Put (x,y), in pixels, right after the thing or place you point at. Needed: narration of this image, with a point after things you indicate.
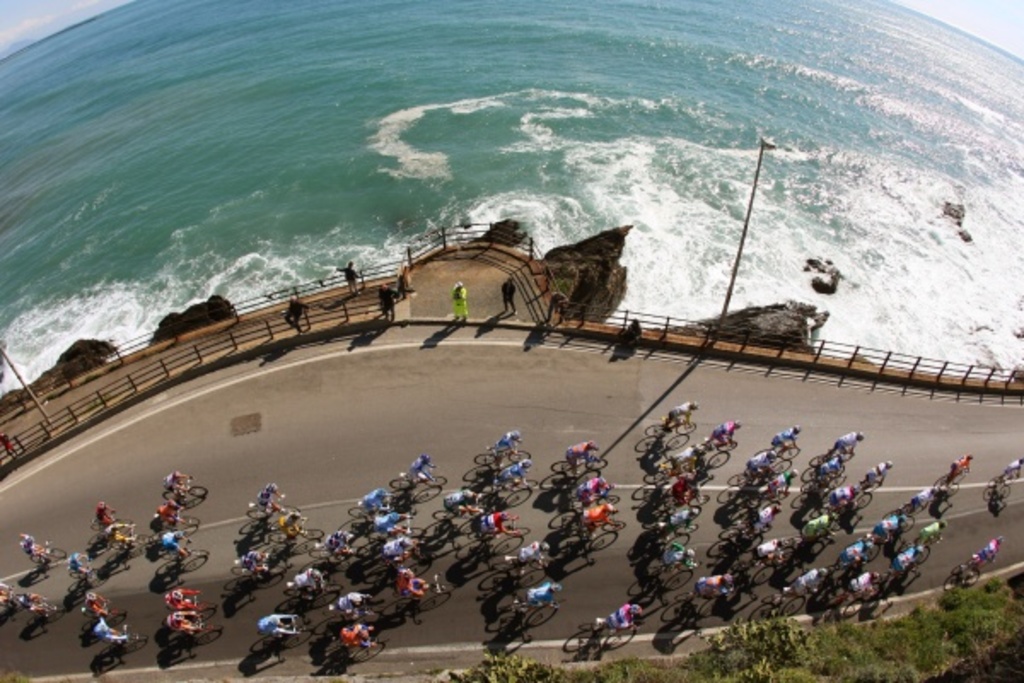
In the image there are many people (346,636) riding bicycle (378,514) on the road (358,452) and behind there is a ocean (363,199).
